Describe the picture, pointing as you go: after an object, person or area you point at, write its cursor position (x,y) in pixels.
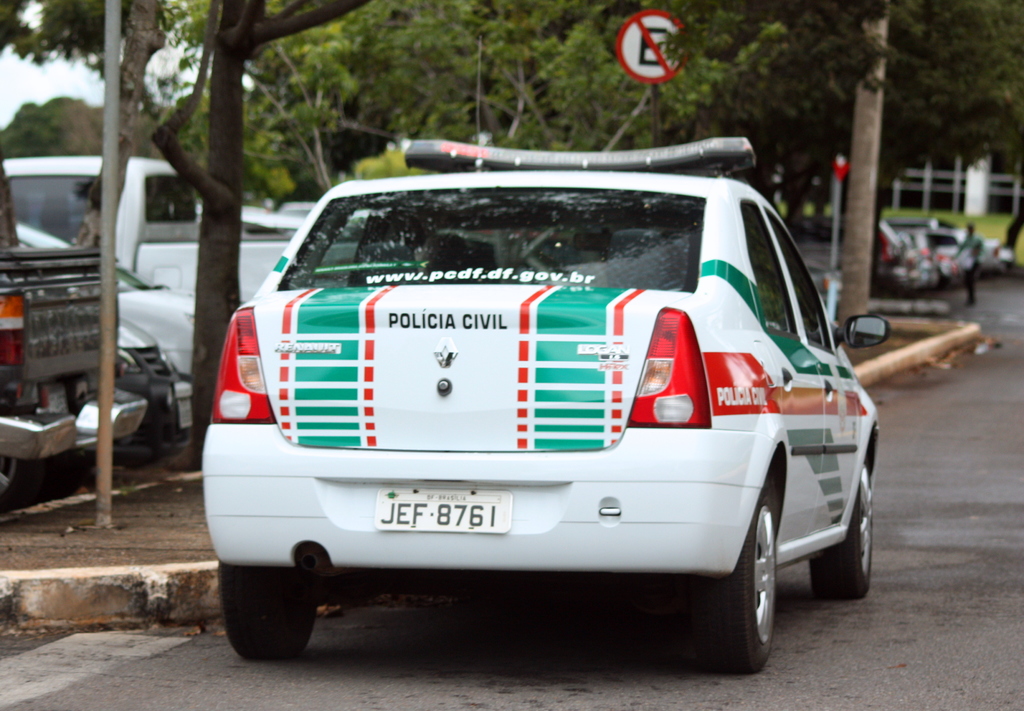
In this image, there are vehicles (789,506) on the road (916,434). On the right side of the image (970,286), I can see a person (973,302) standing. On the left side of the image (111,269), there is a pole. In the background (290,113), there are trees (884,133) and the sky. At the top of the image (651,94), I can see a sign board (661,74) to a pole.
